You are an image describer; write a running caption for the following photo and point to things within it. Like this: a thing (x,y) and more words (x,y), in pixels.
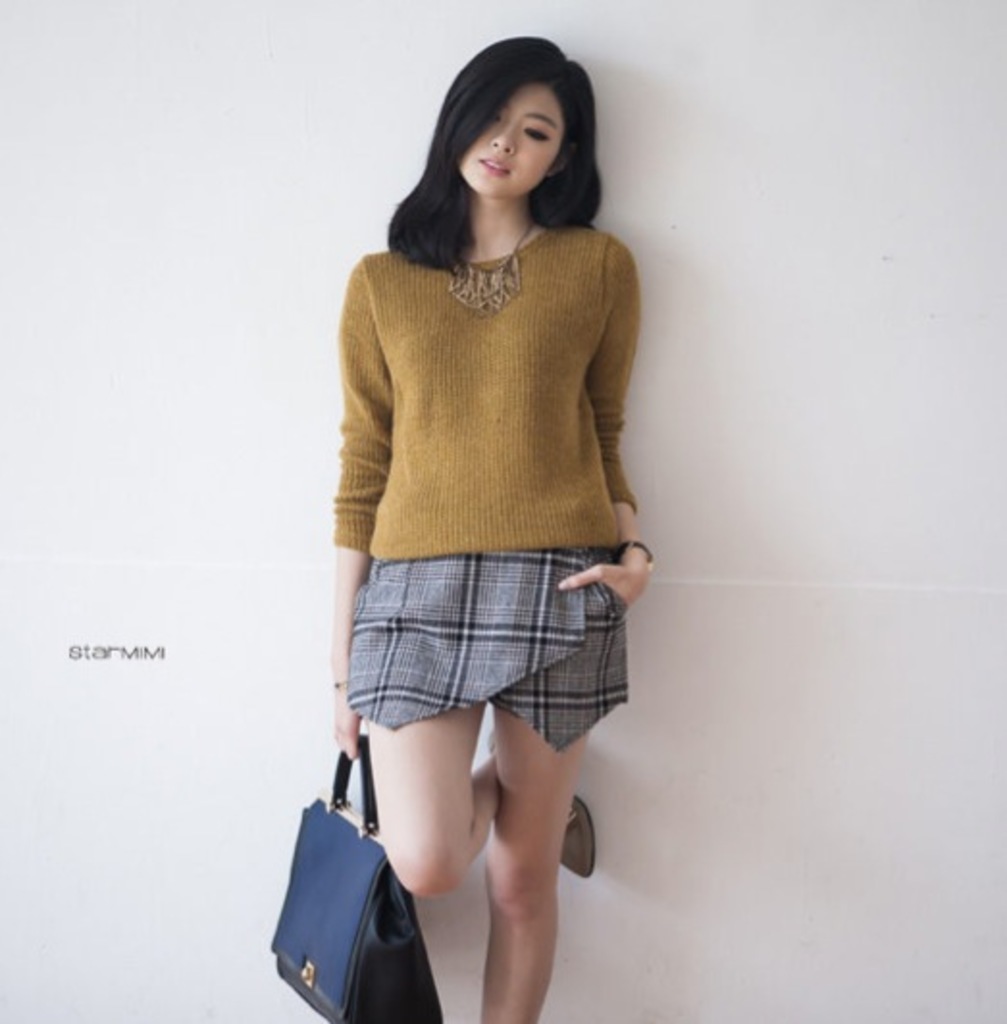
This woman (515,548) is standing wore golden sweater (586,372) and holds a bag (332,830).
